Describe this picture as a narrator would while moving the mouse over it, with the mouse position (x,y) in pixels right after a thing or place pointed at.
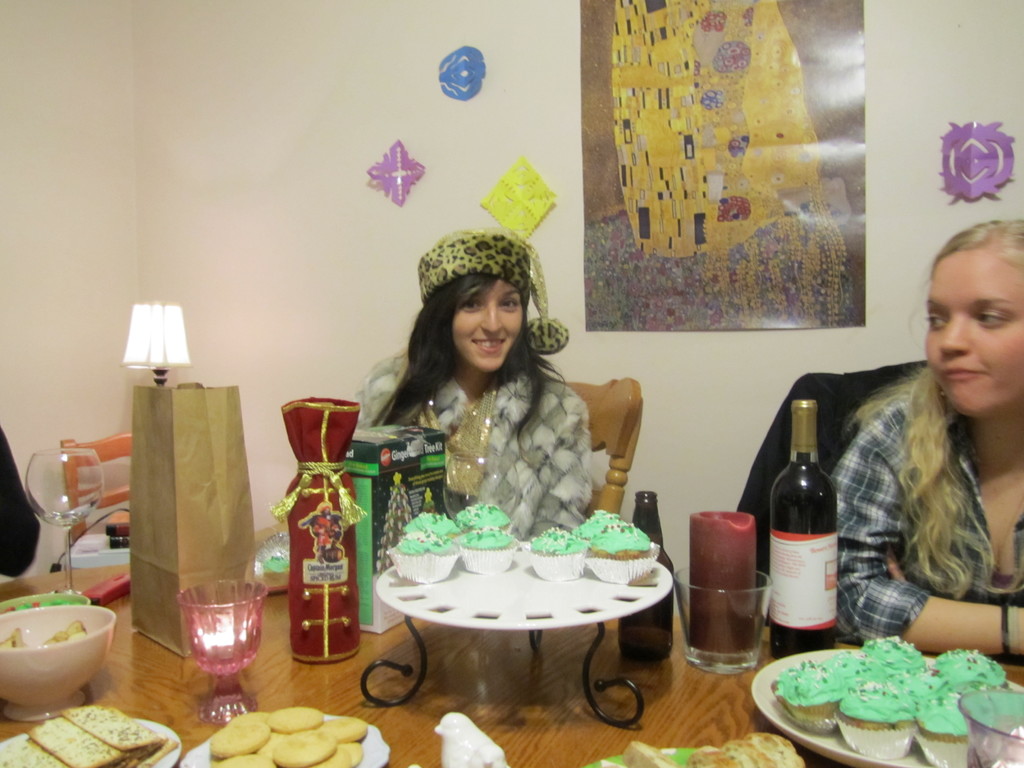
In this image there is a woman (508,425) sitting in chair (628,403), and in table (315,670) there are cookies (251,715), biscuits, cakes (789,701) in plate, glass (753,612), bottle (787,475), cover (209,461), lamp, wall poster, another woman (867,448) sitting in chair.
